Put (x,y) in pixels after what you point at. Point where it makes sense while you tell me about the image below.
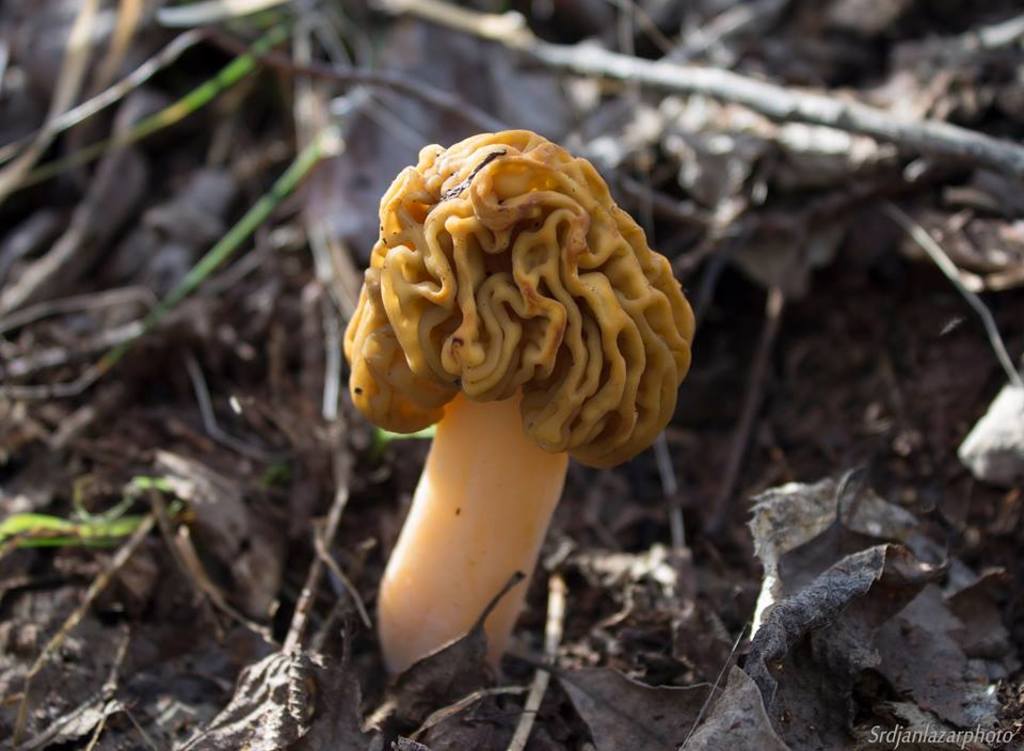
In this image there is a fungi (458,459) on the ground (328,702). Around it there are dried stems (547,63) and dried leaves (538,82) on the ground (152,545). In the bottom right (898,744) there is text (917,744) on the image.
